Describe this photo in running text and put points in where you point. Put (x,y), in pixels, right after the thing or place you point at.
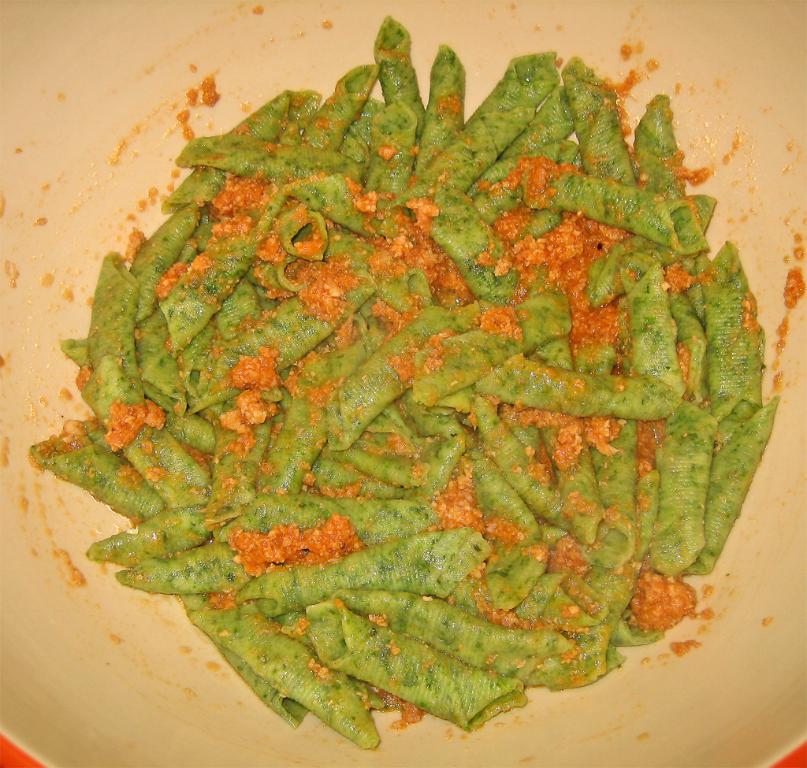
We can see food (612,83) on the white surface (780,753).
